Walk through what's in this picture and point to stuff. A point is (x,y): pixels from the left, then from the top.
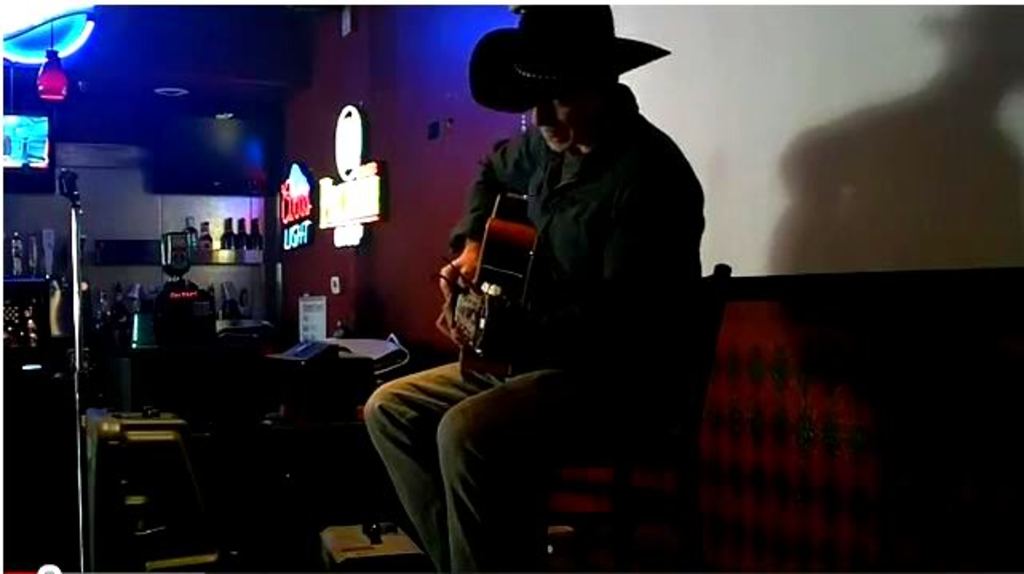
In this picture, there is a man (627,196) in the center (525,360) sitting on the chair (621,424) and playing a guitar (487,371). He is wearing a black shirt (609,199) and black hat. Towards the left (255,226), there are desk (250,258) filled with bottles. On the top (76,8), there are lights (92,38). To the wall (333,259), there is some text (343,218) with lights (350,192).
